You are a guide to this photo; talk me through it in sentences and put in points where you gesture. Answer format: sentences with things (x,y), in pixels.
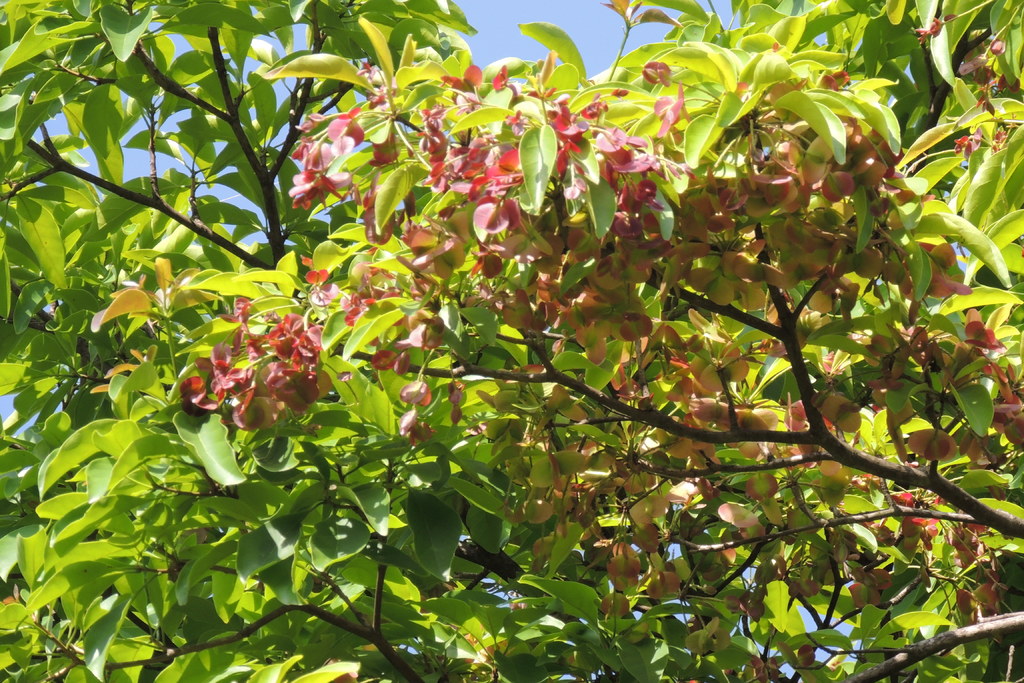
In this image I can see few trees (433,126) in green color. In the background (504,43) the sky (495,41) is in blue color.
